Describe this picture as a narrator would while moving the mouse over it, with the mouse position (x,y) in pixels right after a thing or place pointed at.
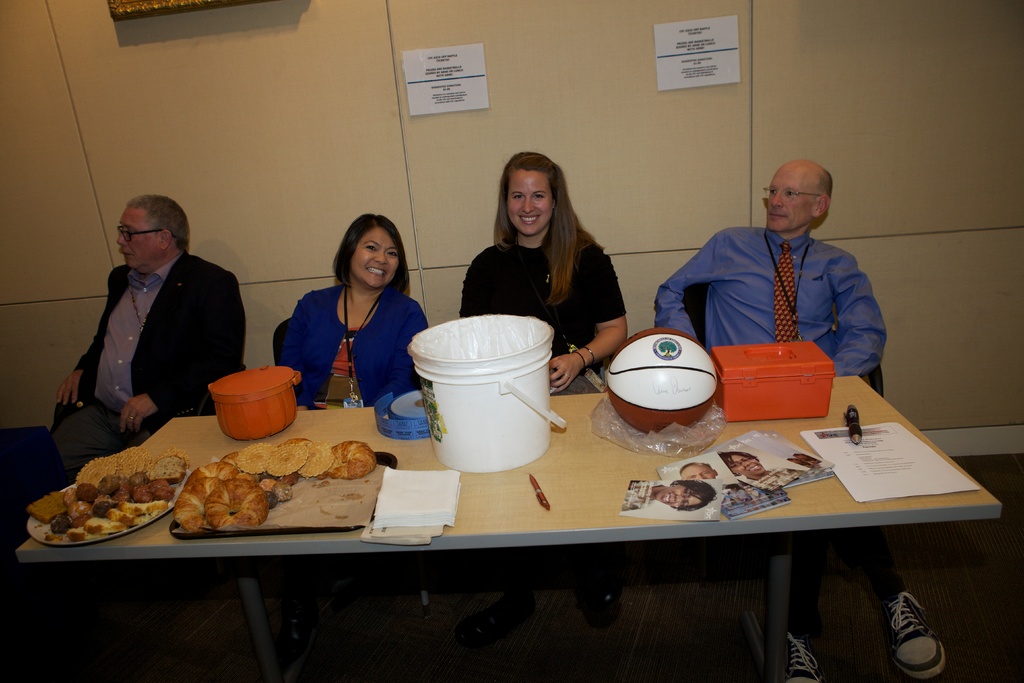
In this image i can see a group of people (130,334) who are sitting on the chair (700,311) in front of a table (493,497). On the table (430,464) we have few objects (514,439) on it.
